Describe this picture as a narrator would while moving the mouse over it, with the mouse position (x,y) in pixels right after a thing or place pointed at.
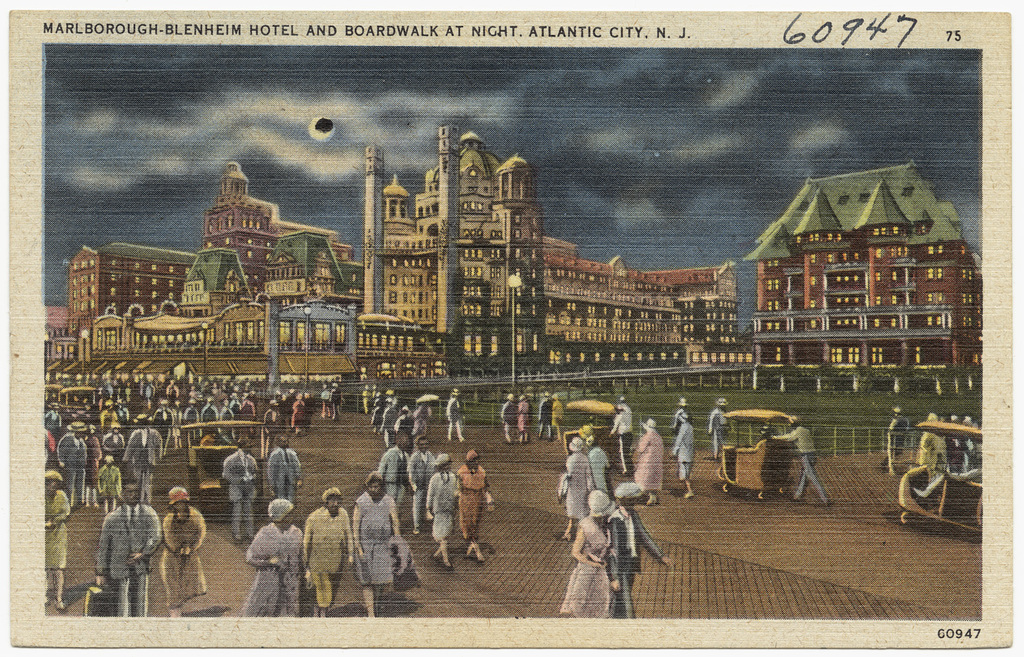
In this image we can see a picture. In the picture there are sky (249,138) with clouds (293,153), buildings (540,291), street poles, street lights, carts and persons (478,475) walking on the road (748,517).
